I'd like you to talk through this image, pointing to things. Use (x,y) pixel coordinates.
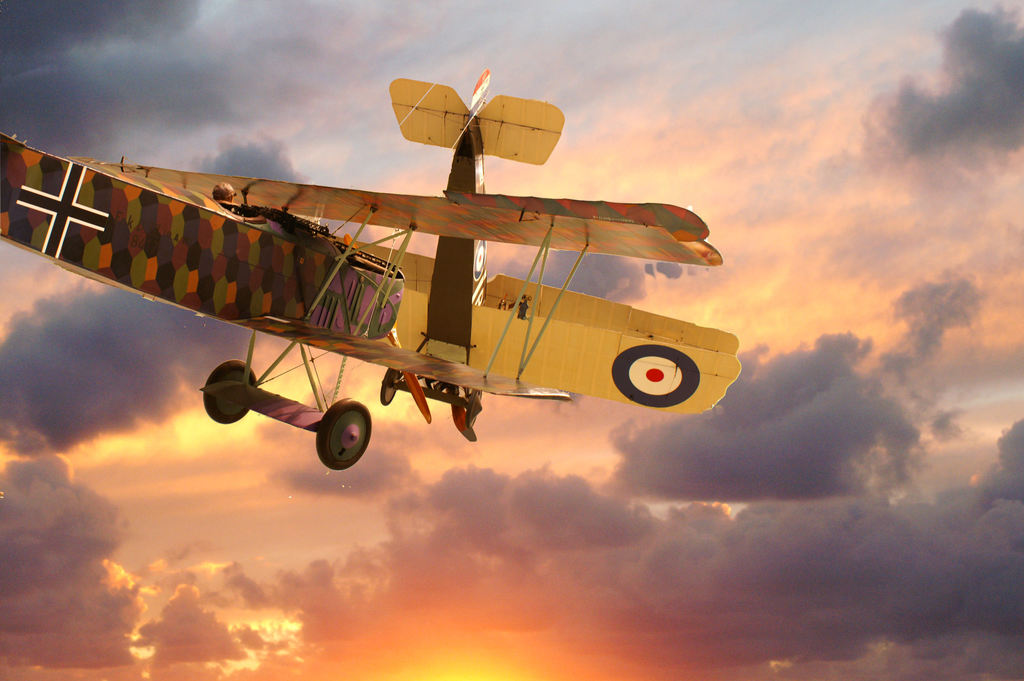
We can see airplane (319,266) in the air (204,83) and we can see sky (705,415) is cloudy.
